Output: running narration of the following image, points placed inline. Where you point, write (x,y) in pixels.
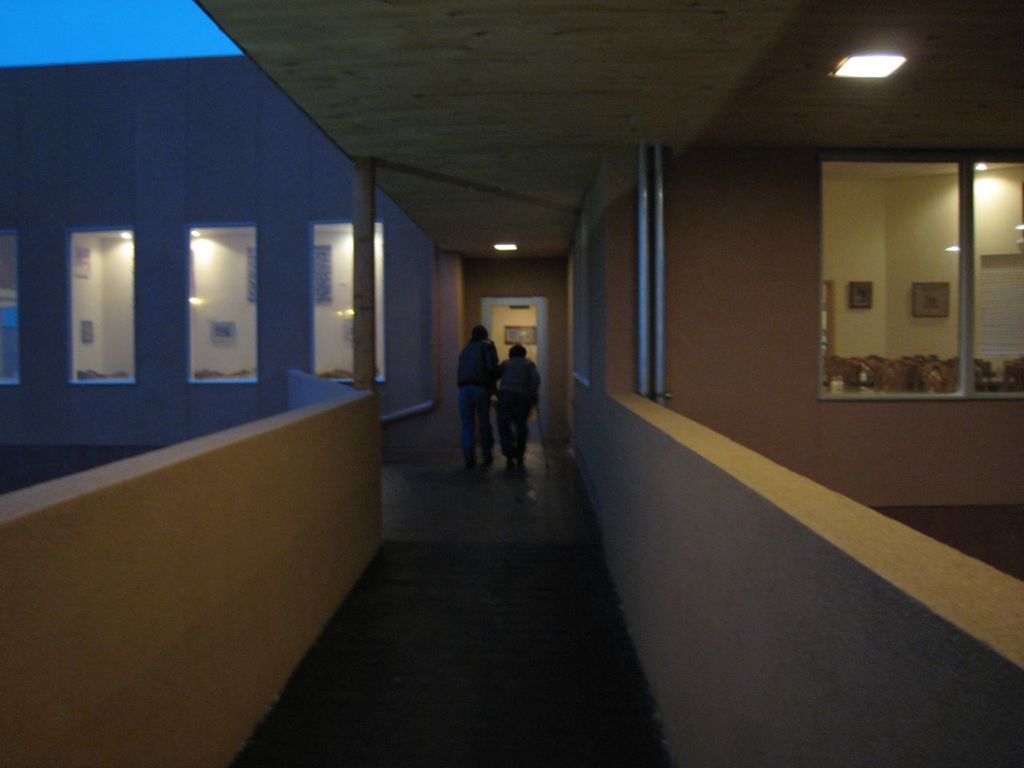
In this image there are two people (497,369) walking in the corridor (394,494), in front of them there are rooms (757,289) with glass windows (376,314).
